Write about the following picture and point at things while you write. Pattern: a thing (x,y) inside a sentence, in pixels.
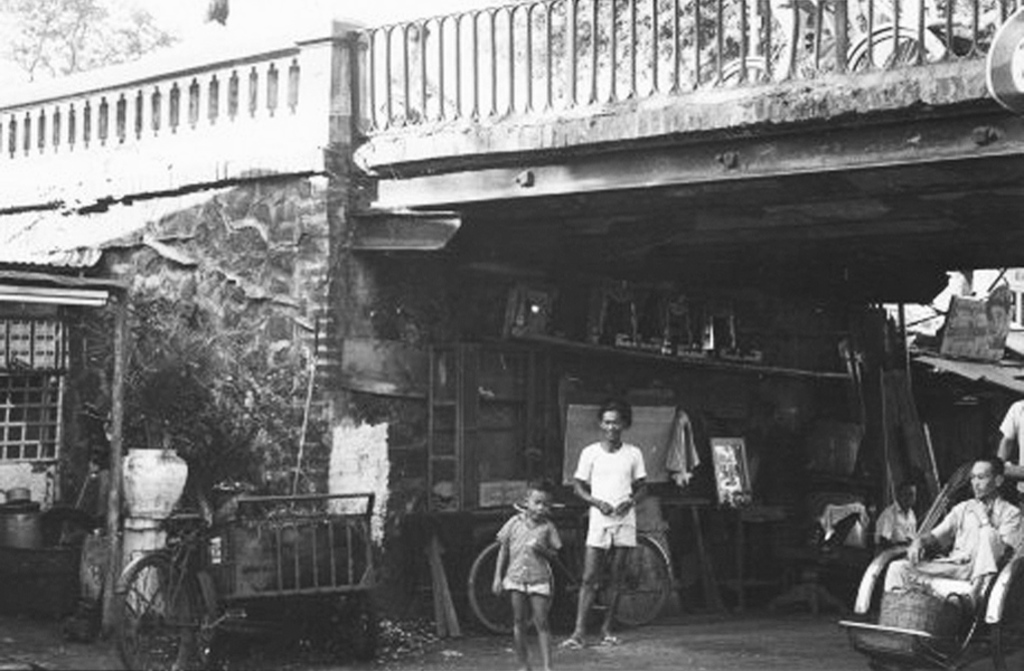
In this image there are people (961,555). On the right (983,529) we can see a man (975,545) sitting. On the left (33,283) there is a shed (44,370). We can see bicycles (570,573). At the top (284,192) there is a bridge (314,174). In the background (137,44) there are trees (55,36).
